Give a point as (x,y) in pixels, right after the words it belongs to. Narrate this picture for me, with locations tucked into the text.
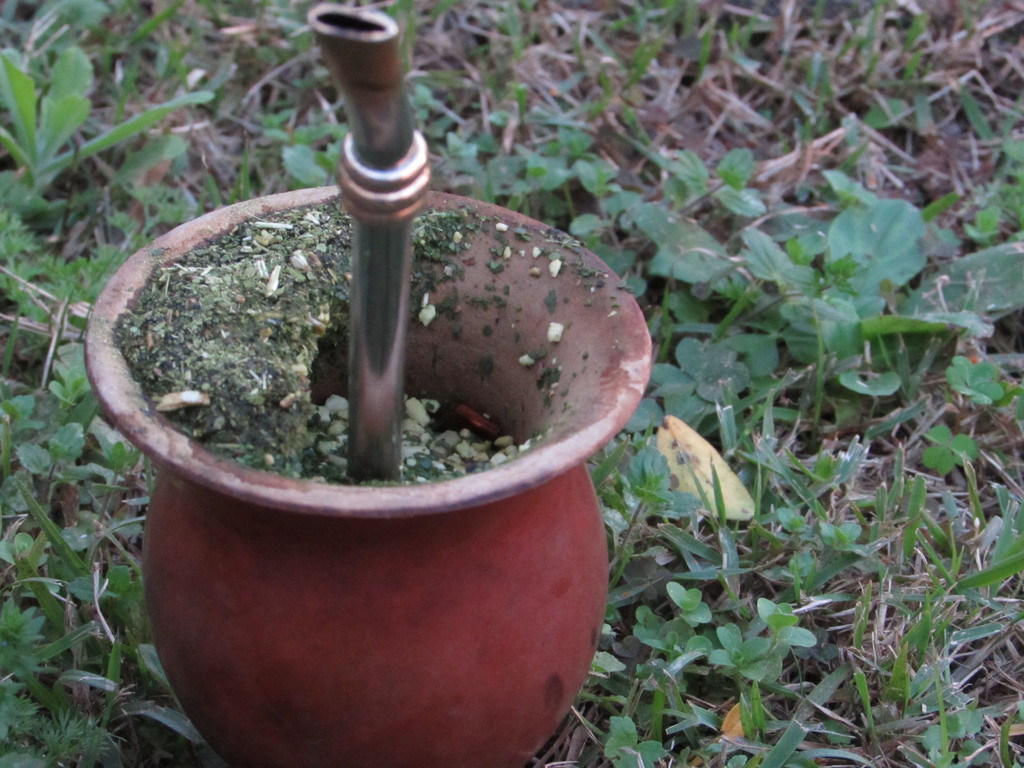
In this image there is a metallic object (398,301) in the mate gourd (408,323), there are small plants (771,357).
